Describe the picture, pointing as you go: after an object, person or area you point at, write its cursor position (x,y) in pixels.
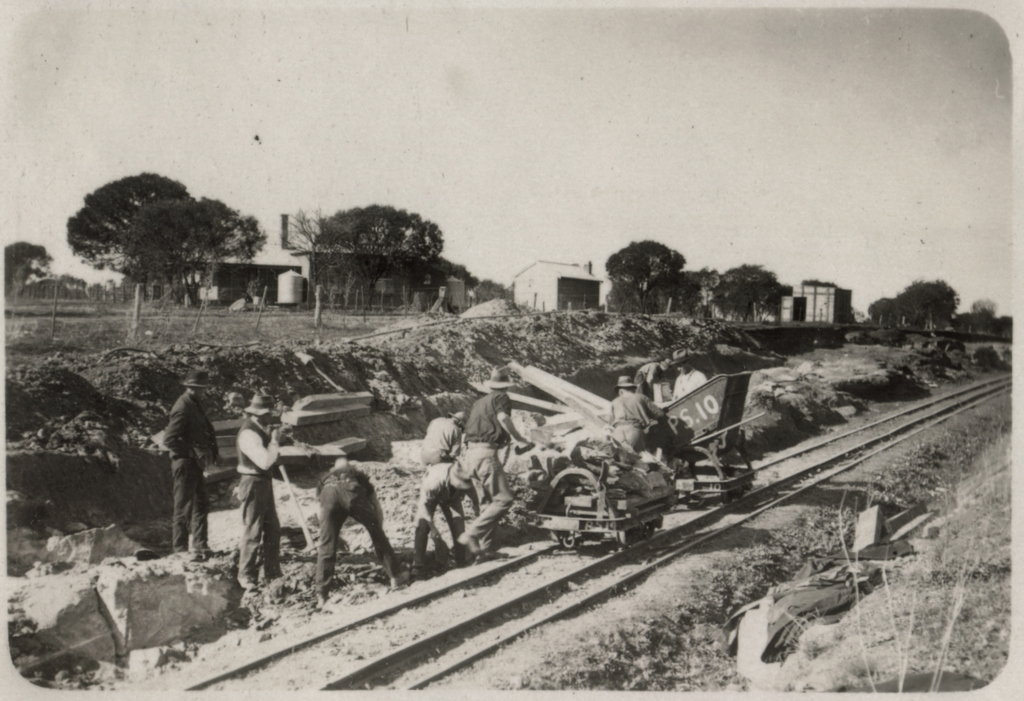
This is a black and white picture. In the foreground (725,636) there are people (500,489), machines (605,468), stones (171,581), railway track (879,437) and other objects (899,541). In the center of the picture (394,292) there are trees (357,250), buildings (430,274), fencing (414,303) and soil (558,348). It is sunny.
